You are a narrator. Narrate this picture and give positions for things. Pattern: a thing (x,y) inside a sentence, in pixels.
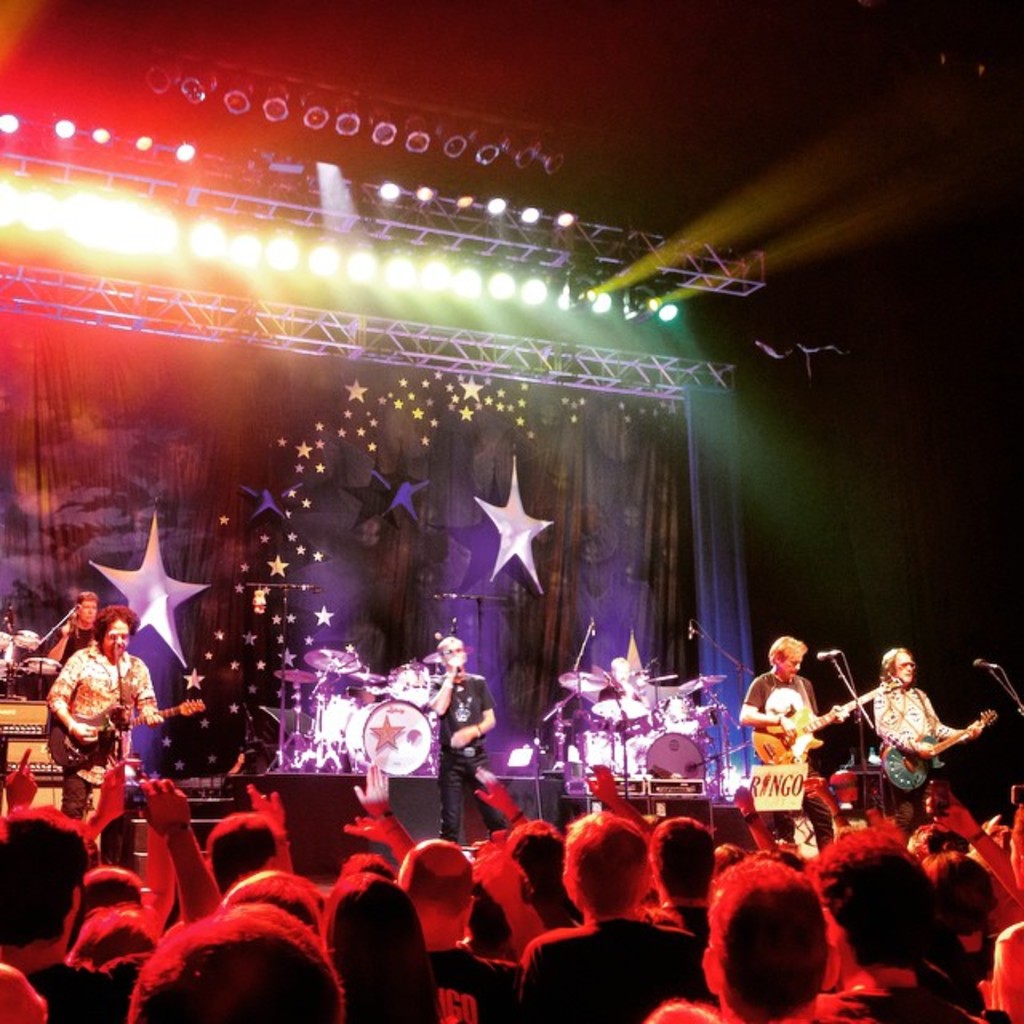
Here a man (467,708) is singing a song and a woman (150,698) is singing a song and playing guitar (113,705) at a left corner of the image (109,695). And there is a person (76,635) sitting behind the women (109,680). There are two persons (796,711) at the right corner of the image (776,685) playing guitar (780,736). There are group of people (574,964) watching the performance which is going on the stage (567,806). There are drums (671,739) behind the persons (475,726), and there is a cloth (343,479) which is used in stage performances. And these are the lights (159,209) which are used in musical shows to highlight the musicians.
